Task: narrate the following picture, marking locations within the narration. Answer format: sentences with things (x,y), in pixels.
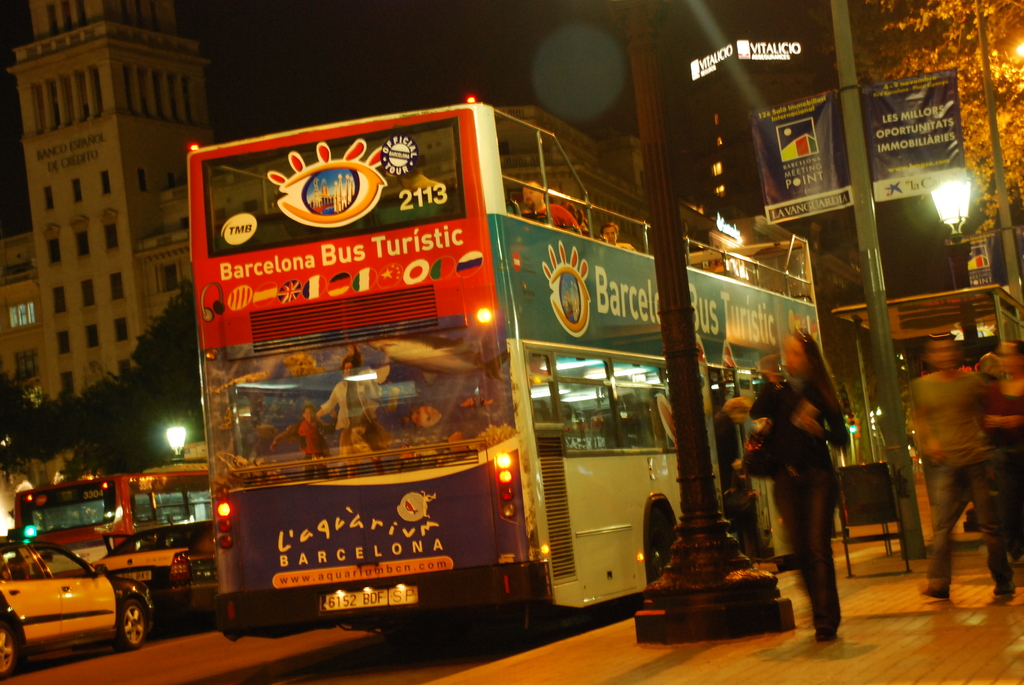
In this image we can see vehicles (137,568) on the road (131,669) and there are few persons (537,195) in riding in a bus (511,543) on the road (372,636). On the right side (944,457) we can see few persons (968,434) are walking on the foot path (901,677) and we can see light poles (754,606), banner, trees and in the background (23,350) there are buildings (41,354), light poles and trees (29,467).
